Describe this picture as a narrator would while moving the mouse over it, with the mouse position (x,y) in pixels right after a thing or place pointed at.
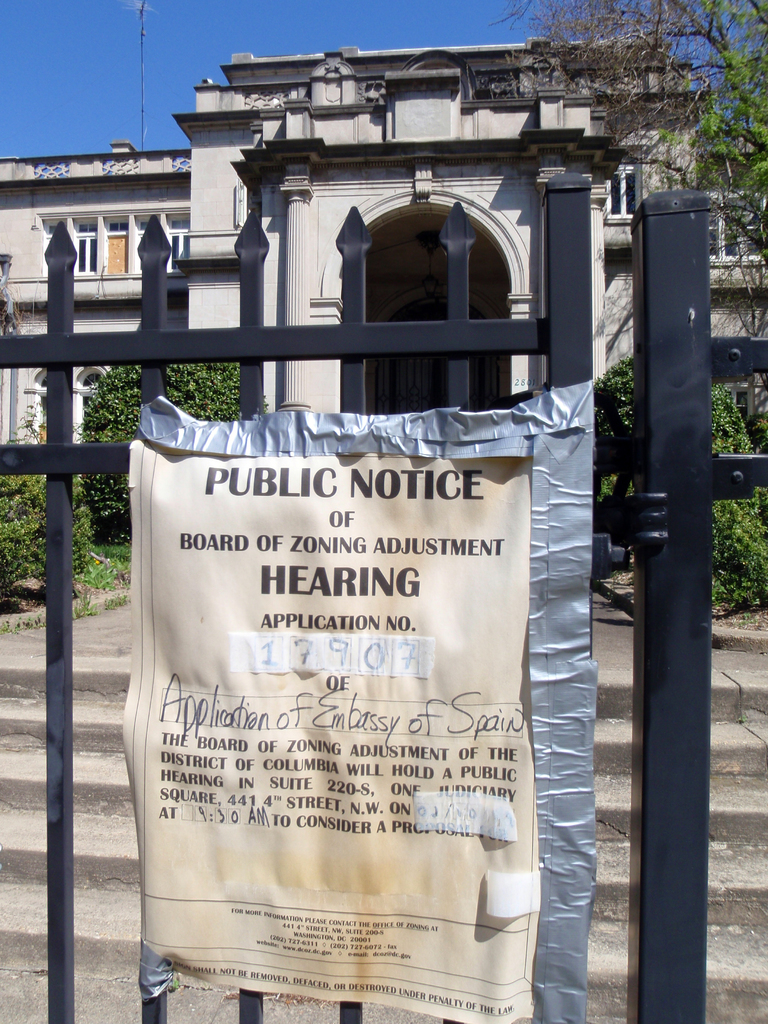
In the image we can see a building (383,226). There are many plants (22,510) and a tree (739,90) in the image. There is a notice (338,702) stuck on a gate (65,986).
